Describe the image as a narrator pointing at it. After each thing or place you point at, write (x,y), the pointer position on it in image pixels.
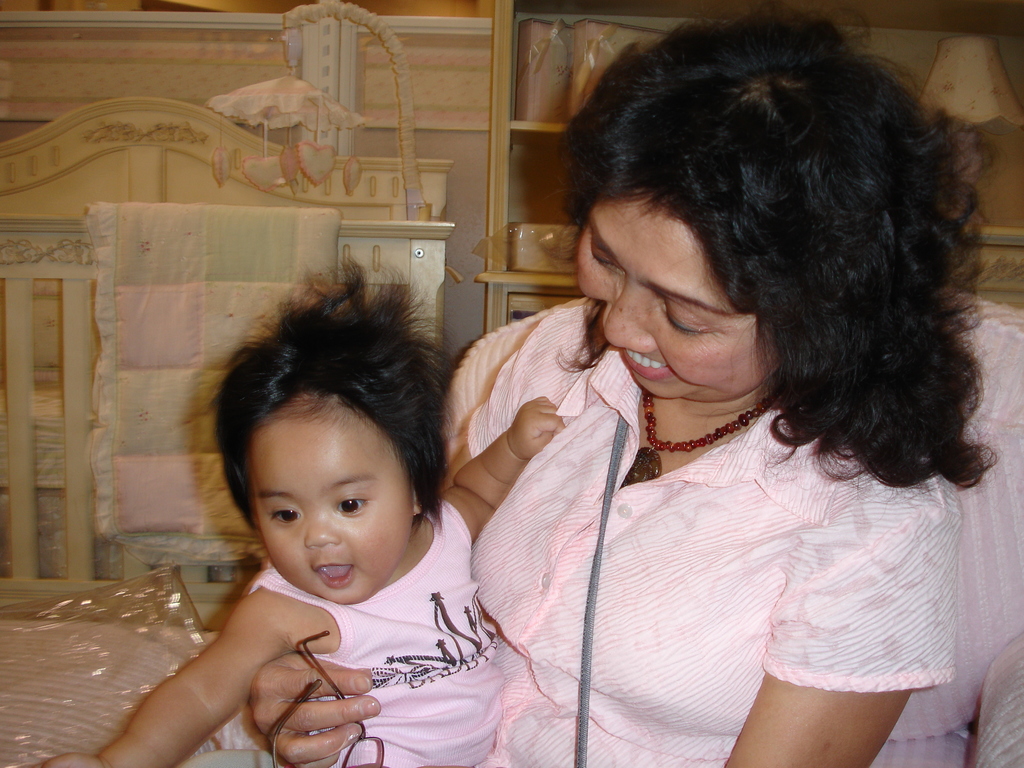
In this picture we can see a woman (577,396), she is smiling and she is holding a baby (353,565), behind her we can see a light (950,42) and few things (560,91) in the racks (499,137).
